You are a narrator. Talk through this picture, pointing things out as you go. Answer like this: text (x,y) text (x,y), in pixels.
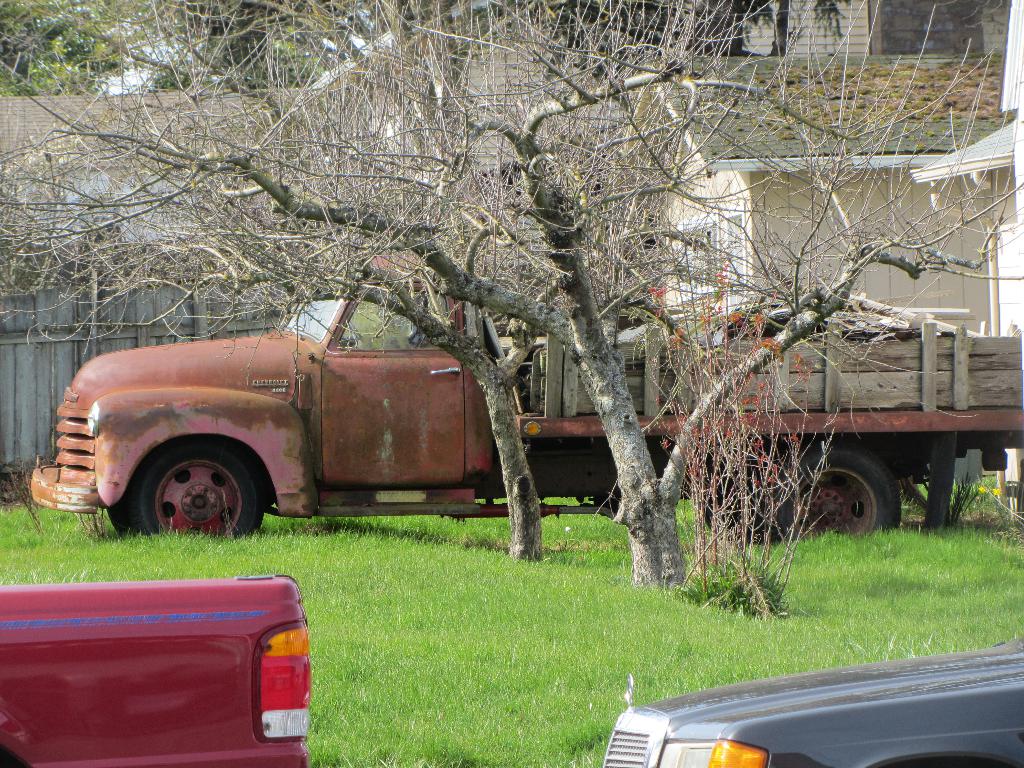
This picture is clicked outside and we can see the group of vehicles (424,456) and we can see the ground (563,642) is covered with the green grass (548,550) and we can see the dry stems (343,174) and branches (499,209) of the trees (662,542). In the background (732,22) we can see the houses (871,27) and the trees (263,39).
